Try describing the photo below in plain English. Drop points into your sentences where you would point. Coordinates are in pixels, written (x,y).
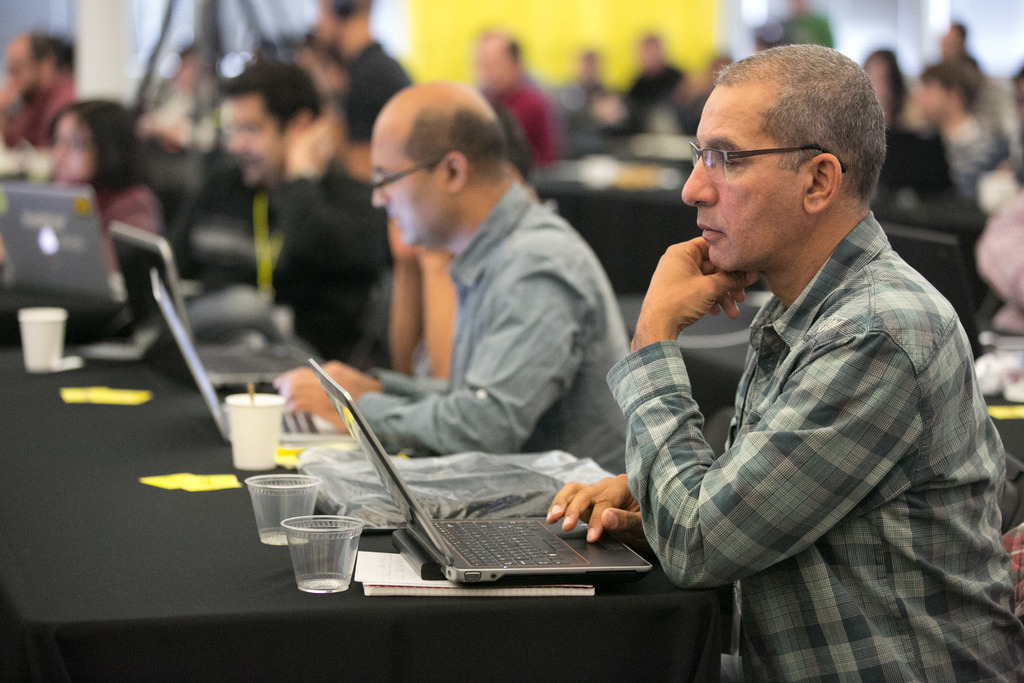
In this image there is one table (143,490) on the bottom left side of this image (121,483) and there are some laptops (254,346) and some glasses (259,487) are kept on it, and there are some persons (592,404) are sitting around to this table (231,558), as we can see in middle of this image (475,376), and there are some persons (651,101) sitting in the background (630,107).
